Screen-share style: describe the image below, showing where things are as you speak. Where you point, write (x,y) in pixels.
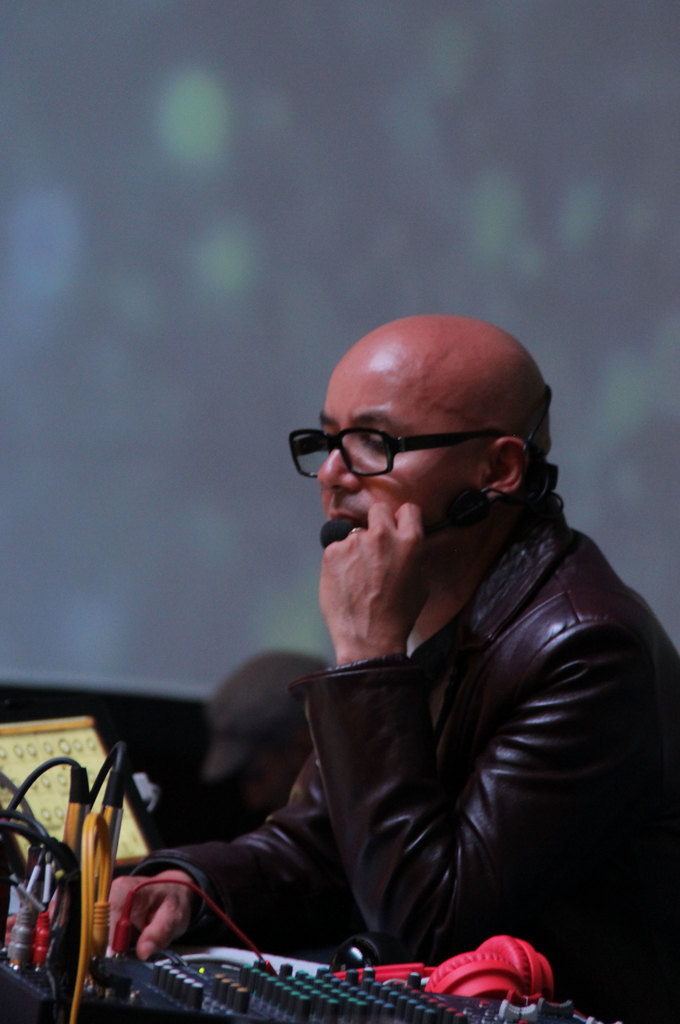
In this image I see a man (417,594) who is wearing a jacket (430,762) which is of brown in color and I see few equipment (153,997) over here and I see the wires (32,827) and I see that it is blurred in the background (416,179).
